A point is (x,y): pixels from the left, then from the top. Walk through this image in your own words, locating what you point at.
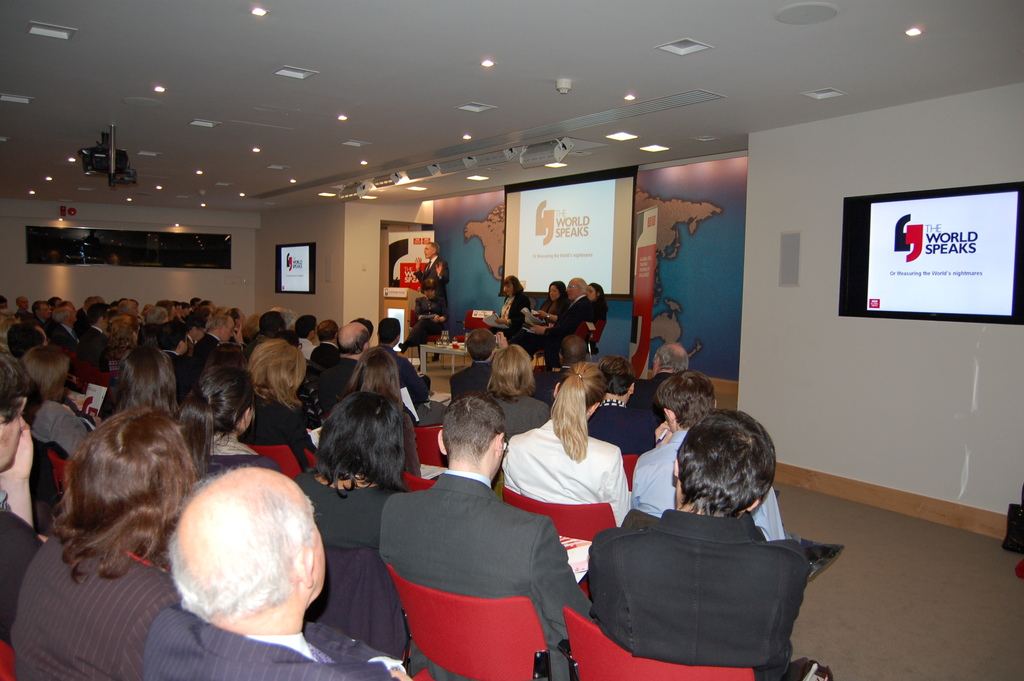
In the center of the image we can see a person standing beside a table (455,355) containing some glasses (446,344). We can also see a group of people (449,482) sitting on the chairs (423,488). In that some are holding the papers (535,314). We can also see some display screens (299,290) on a wall (323,252) with some text (300,266) on it, some ceiling lights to a roof (267,134), a board (498,232) with a map (499,217) and the projector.
